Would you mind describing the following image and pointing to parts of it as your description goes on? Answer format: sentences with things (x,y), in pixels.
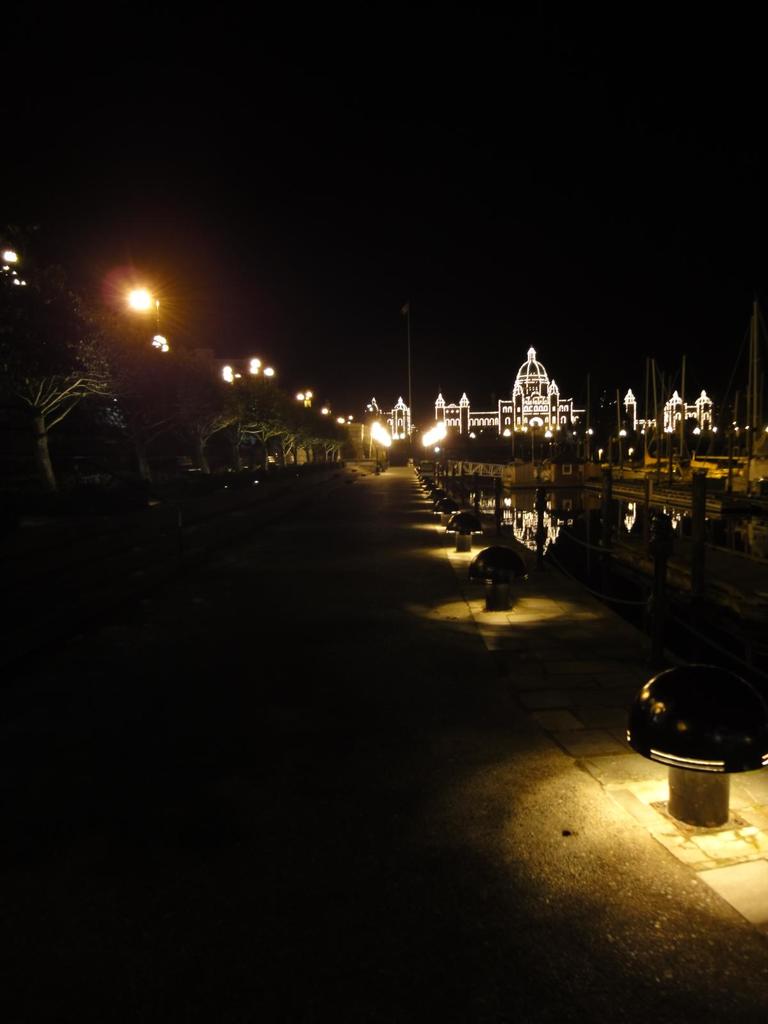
Background (117,195) portion of the picture is completely dark. It seems like a temple (470,419) and it is decorated with the lights (523,412). On the left side of the picture (135,385) we can see the trees (269,434), lights (385,440). On the right side of the picture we can see the objects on the road (752,853) and it seems like a railing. Few poles (693,566) are visible.
